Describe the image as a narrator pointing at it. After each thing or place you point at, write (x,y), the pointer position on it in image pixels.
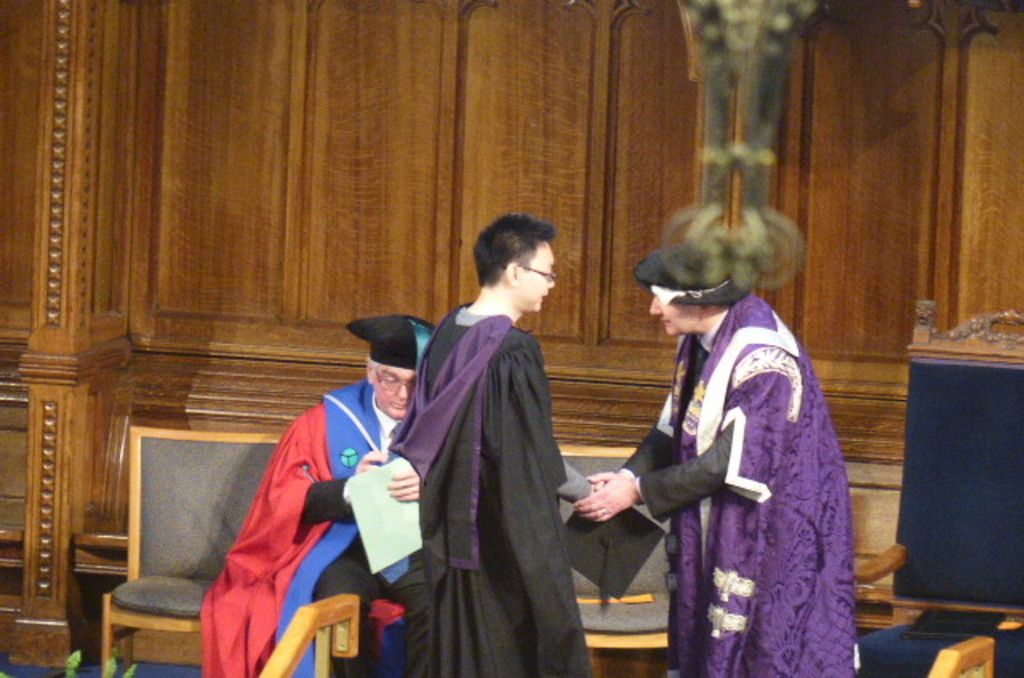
In this picture we can see two persons (670,452) shaking hands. On the background (294,542) we can see a man (385,392) wearing spectacles (391,380) sitting on a chair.
